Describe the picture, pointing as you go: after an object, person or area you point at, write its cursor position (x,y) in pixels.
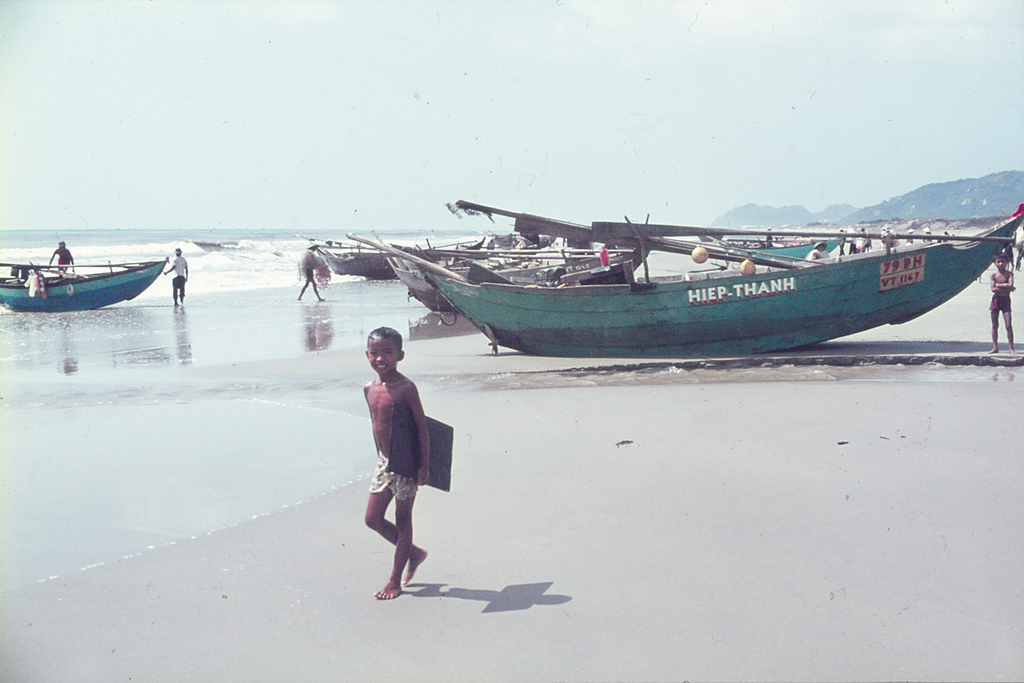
This is a beach (73,365). Here I can see a boy (386,484) is standing, smiling and giving pose for the picture. He is holding a board (393,458) in the hand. In the background (515,259), I can see few boats (149,274) on the beach (564,361) and few people (179,279) are walking. In the background (171,245), I can see the water (185,244) and on the right side (913,196) there are some hills (927,197). On the top of the image (496,65) I can see the sky (439,112).
